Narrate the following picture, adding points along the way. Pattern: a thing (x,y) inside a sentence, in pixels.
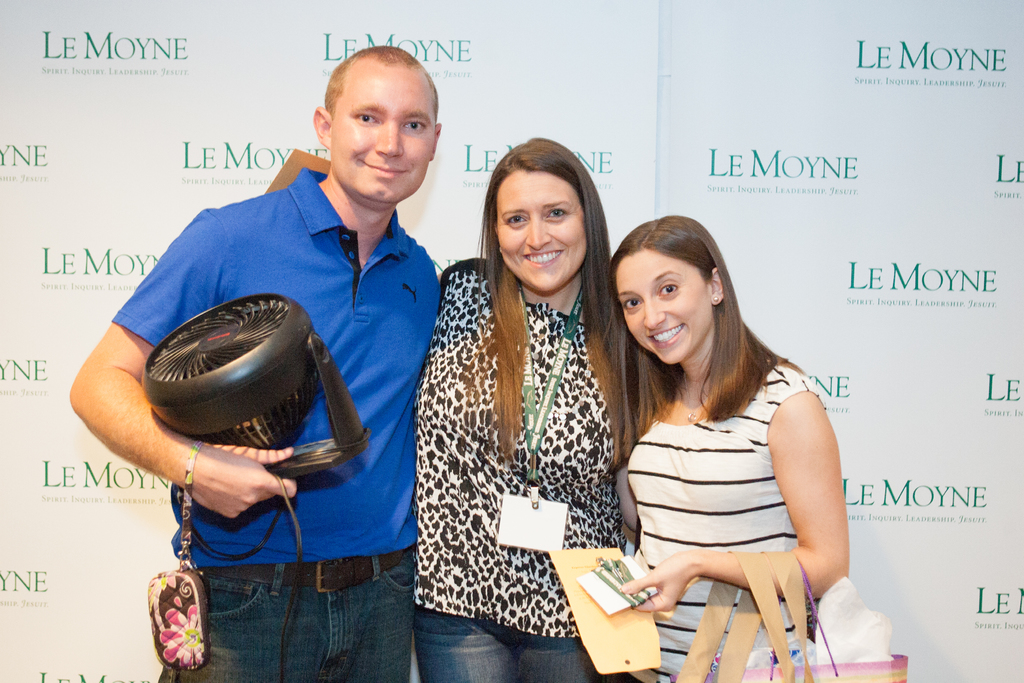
In this image I can see three people (504,404). In the background (665,30), I can see some text (95,253) written on the wall (724,144).
